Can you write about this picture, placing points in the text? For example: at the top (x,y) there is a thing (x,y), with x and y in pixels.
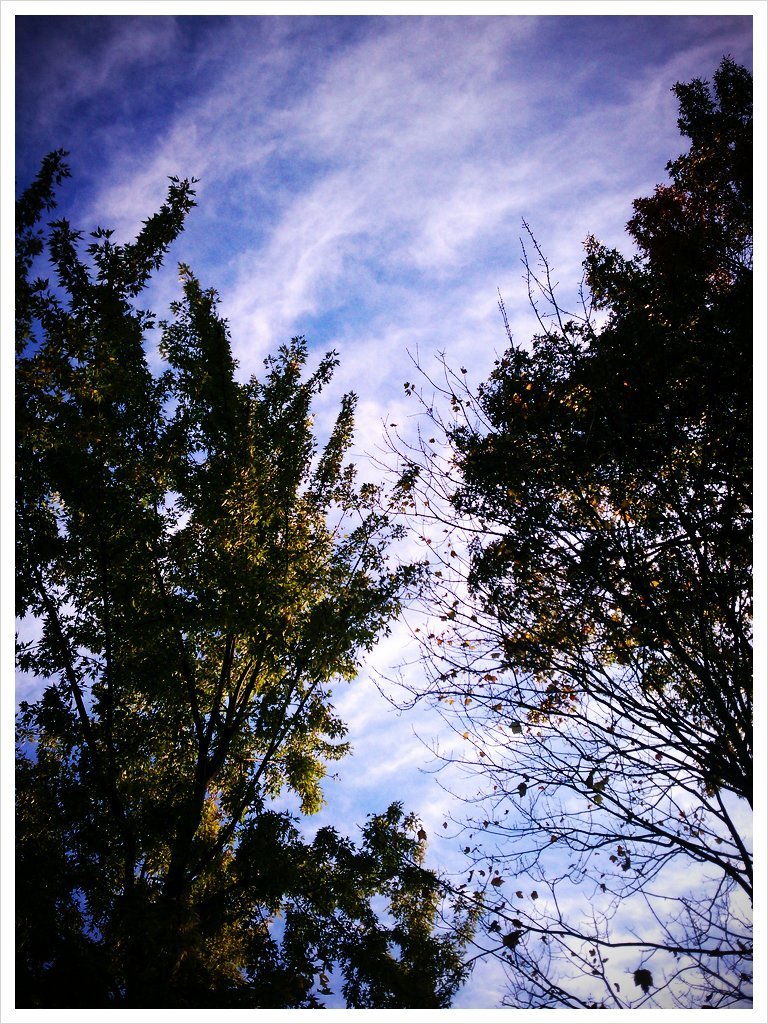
In this image, we can see trees (405,906). Background (505,184) there is the sky (405,222).
